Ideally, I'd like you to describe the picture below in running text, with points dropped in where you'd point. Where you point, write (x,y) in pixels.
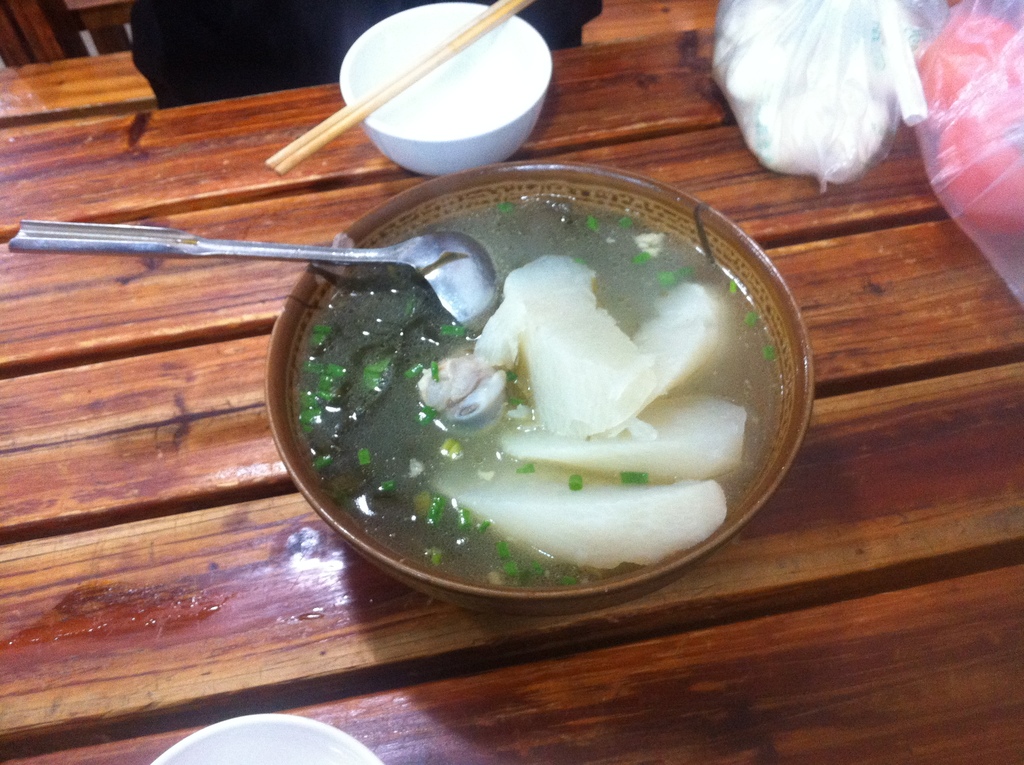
In this picture we can see table (314,195) and on table (910,399) we have bowl (400,50), chopsticks (455,44), spoon (463,242), some food item (576,323) in dish (553,590), plastic covers (857,37).
